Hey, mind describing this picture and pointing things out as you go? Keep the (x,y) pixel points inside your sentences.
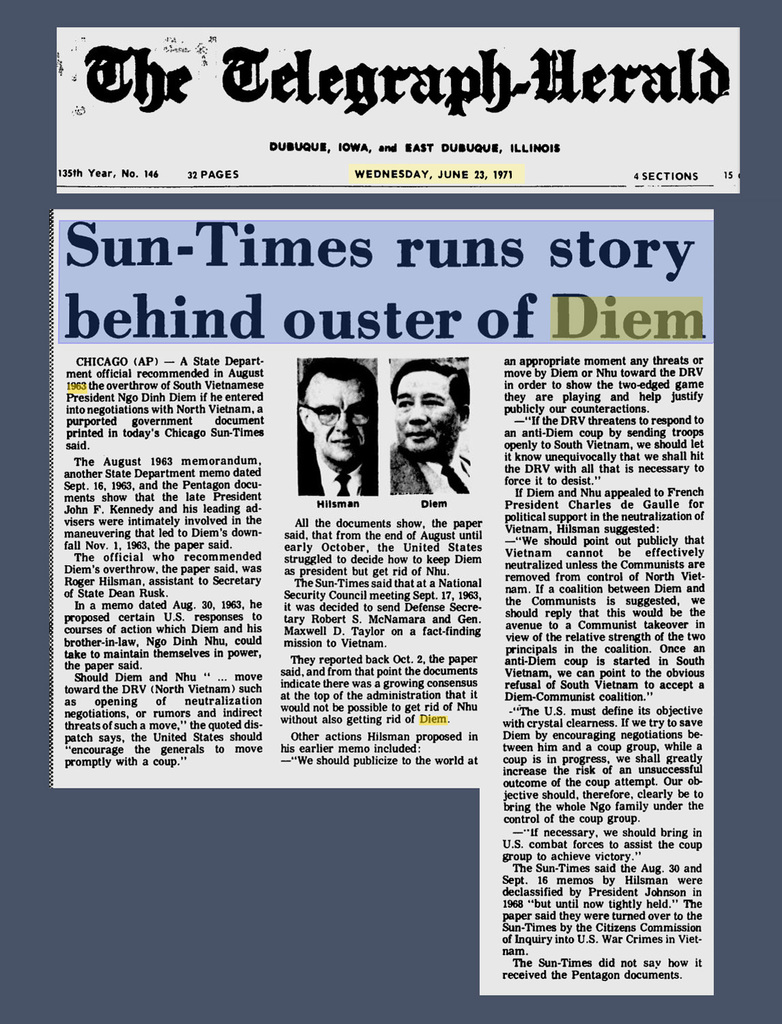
In this picture we can see a paper (487,582), in the paper (496,463) we can find some text (366,670) and two men (361,442).
